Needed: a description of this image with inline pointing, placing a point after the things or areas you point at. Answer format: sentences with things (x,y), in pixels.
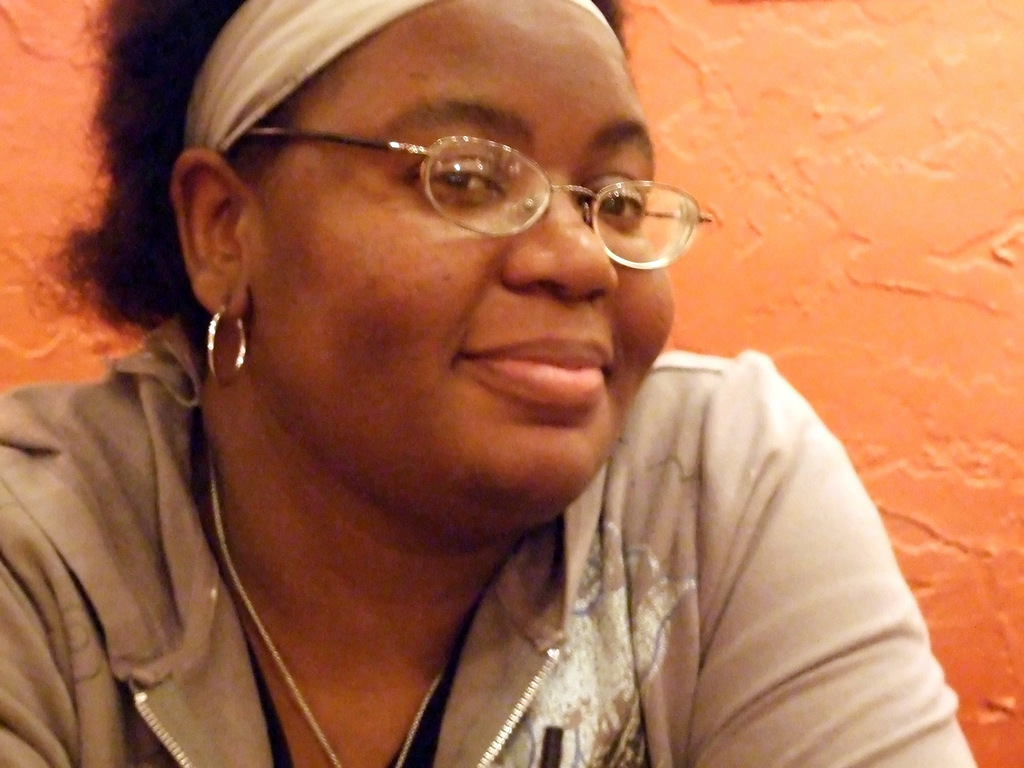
In this picture I can see a woman (562,377), she is smiling and also wearing the spectacles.
